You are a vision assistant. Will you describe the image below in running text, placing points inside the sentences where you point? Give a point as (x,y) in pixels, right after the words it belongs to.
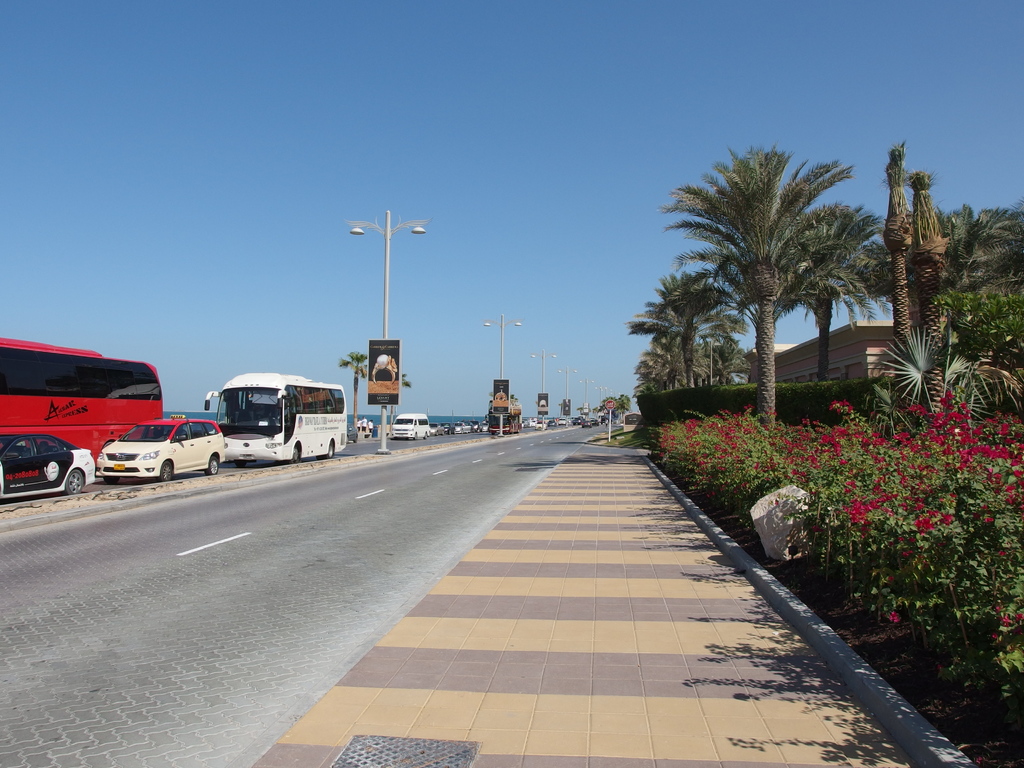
In this image there are vehicles (497,426) on the road (165,714), lights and boards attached to the poles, plants (967,649) with flowers (823,474), house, trees (767,271), and in the background (133,222) there is sky (372,177).
